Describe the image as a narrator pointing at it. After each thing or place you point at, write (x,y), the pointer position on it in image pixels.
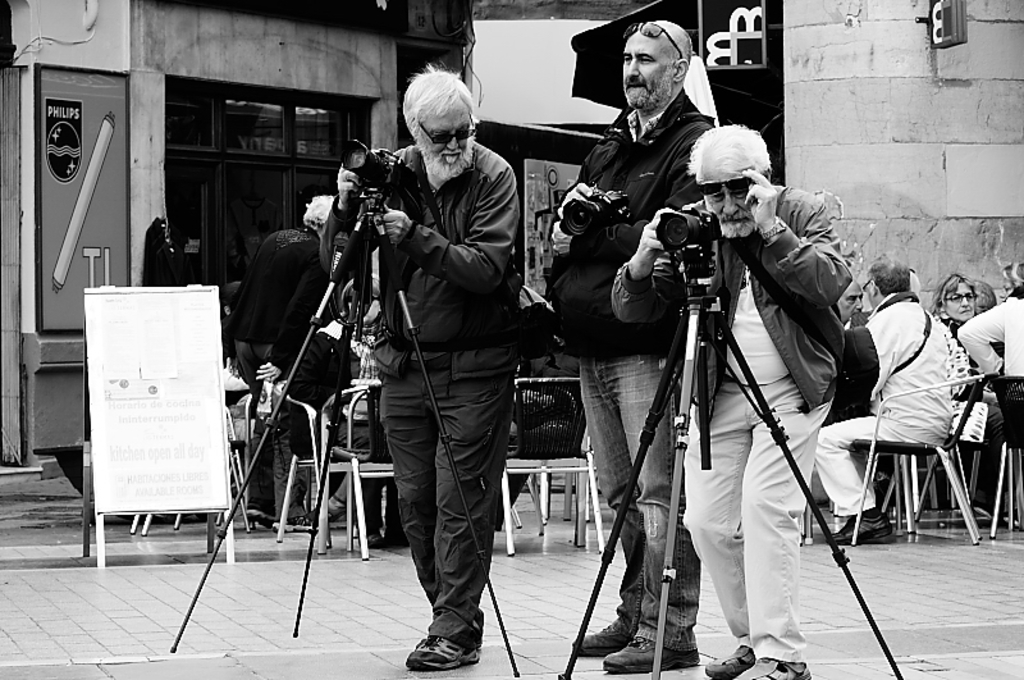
In this image I can see three persons (748,215) standing and holding camera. Background (72,119) I can see few people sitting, a stall (329,176), a board (121,99) attached to the wall (141,236) and the image is in black and white.
